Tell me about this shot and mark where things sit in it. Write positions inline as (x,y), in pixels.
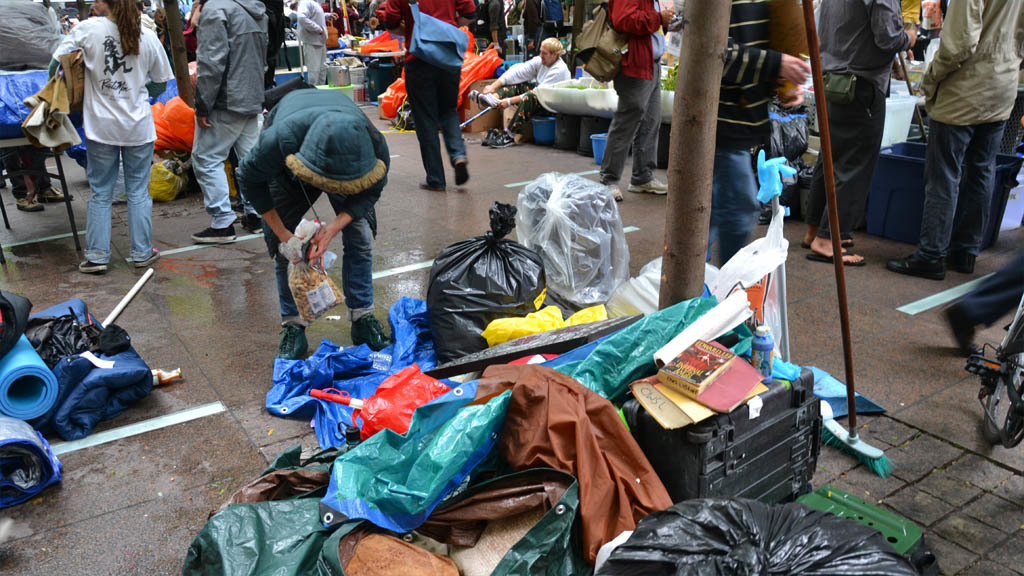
In this image we can see the people (740,132). We can also see the barks (707,180) of the trees (181,63). Image also consists of the floor cleaning brush (826,440), suitcase (799,437), books (723,402), bottle (772,364), covers (534,279) and also some rolls (14,455) on the path (406,221). In the background (540,73), we can see some person (541,75) sitting. We can also see the covers (470,73), buckets (575,132) and also some other objects (901,141).
